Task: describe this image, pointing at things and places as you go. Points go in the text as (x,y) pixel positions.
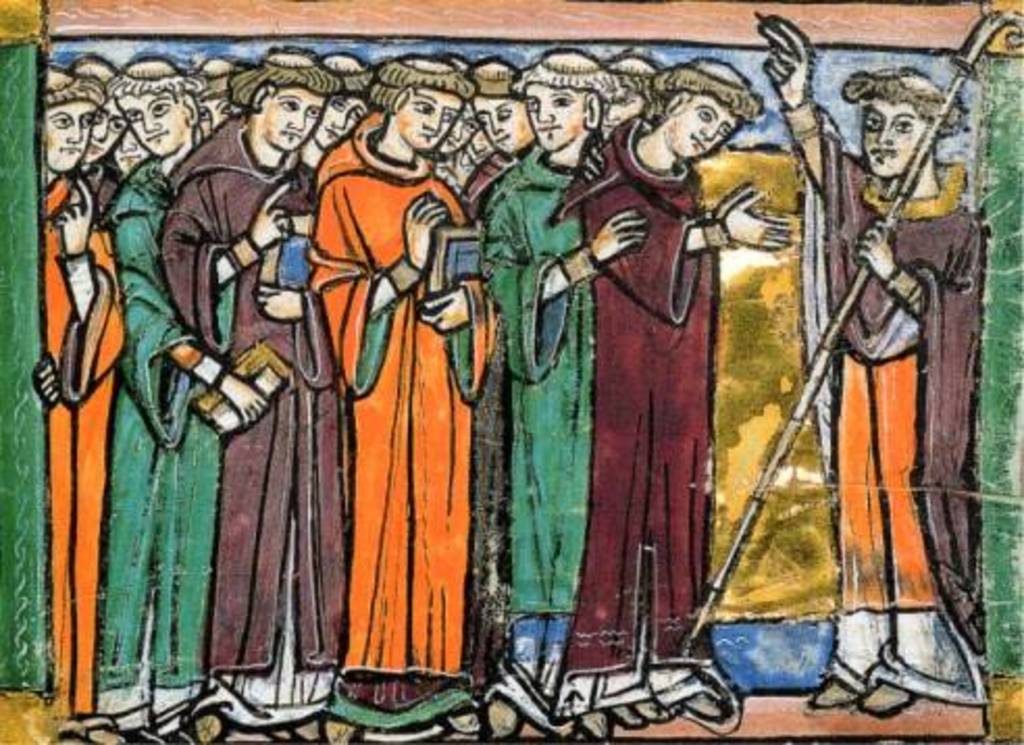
In this picture we can see painting (546,355) of few people (505,398).
